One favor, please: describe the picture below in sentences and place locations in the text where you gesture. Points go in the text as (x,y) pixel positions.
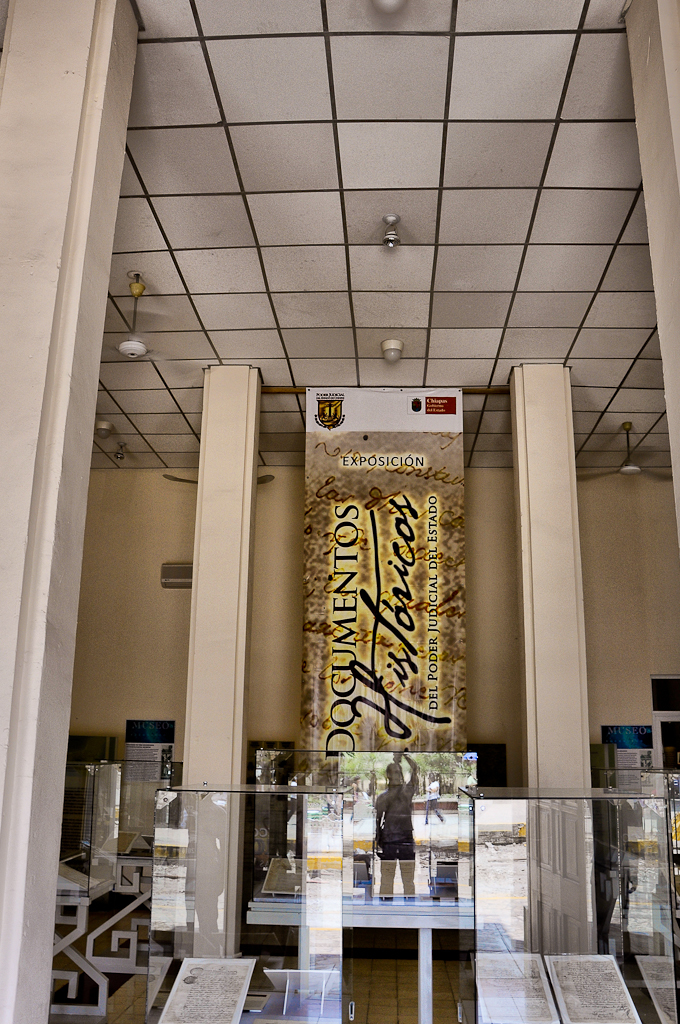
In this image there are few objects (359,818) inside the building (621,680) and there is a person (402,808) standing, above the person (391,783) there is a banner (361,569) with some text (394,626) on it, there are pillars (33,558). At the top of the image (314,262) there is a ceiling (303,328) with fans (146,354) and lights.
